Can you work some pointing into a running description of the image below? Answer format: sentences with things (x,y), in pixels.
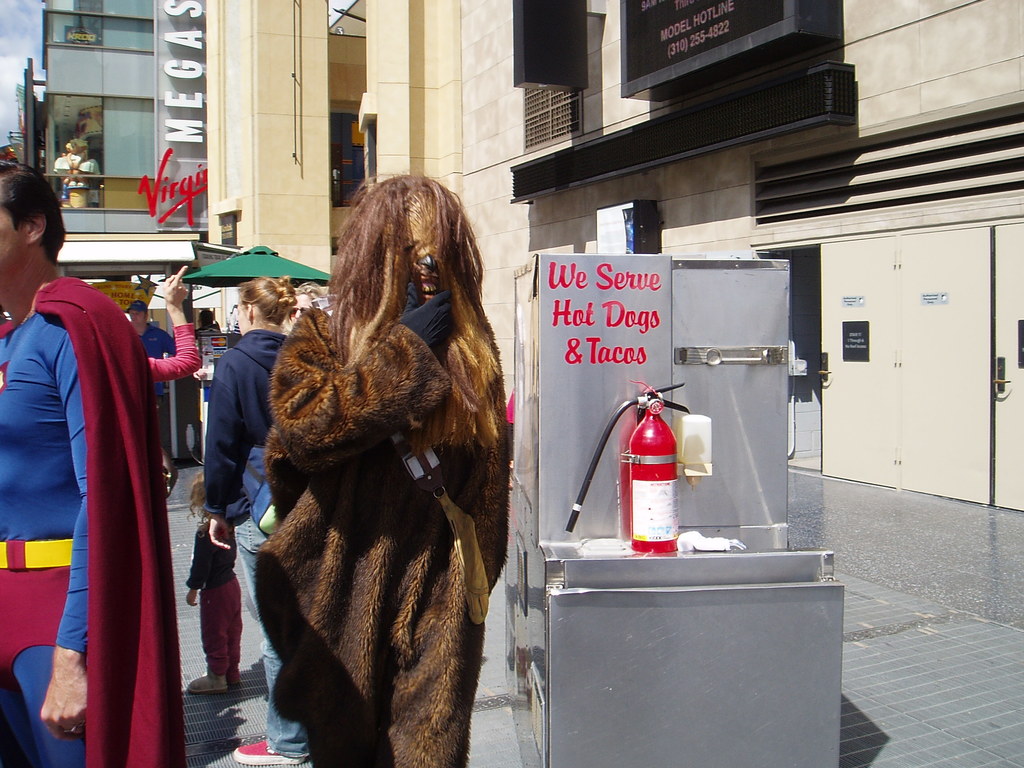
There are many people (130,327). Some are wearing costumes (369,486). There is a box (597,497) with something written on that. Also there is a fire extinguisher (640,471). In the background (258,91) there are buildings (630,103) with something written on that. Also there are doors (906,365) for the building (881,330).
